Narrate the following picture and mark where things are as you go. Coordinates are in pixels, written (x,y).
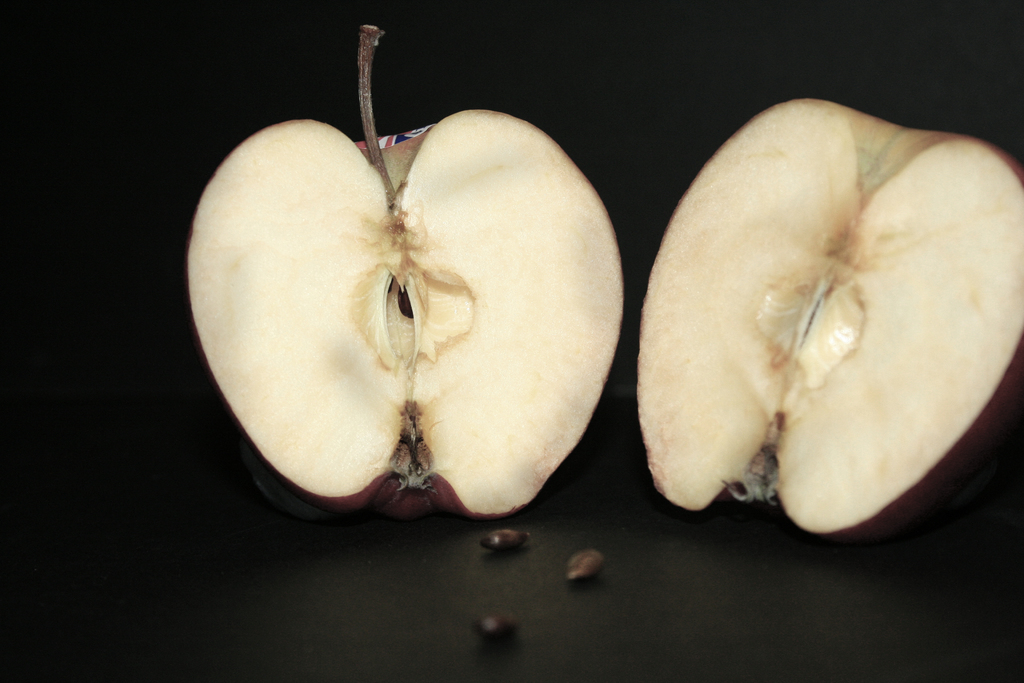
In this picture I can observe an apple (677,335) which is cut into two pieces (528,307). There are some seeds (513,543) on the black color surface (462,551). The background (128,116) is dark.
